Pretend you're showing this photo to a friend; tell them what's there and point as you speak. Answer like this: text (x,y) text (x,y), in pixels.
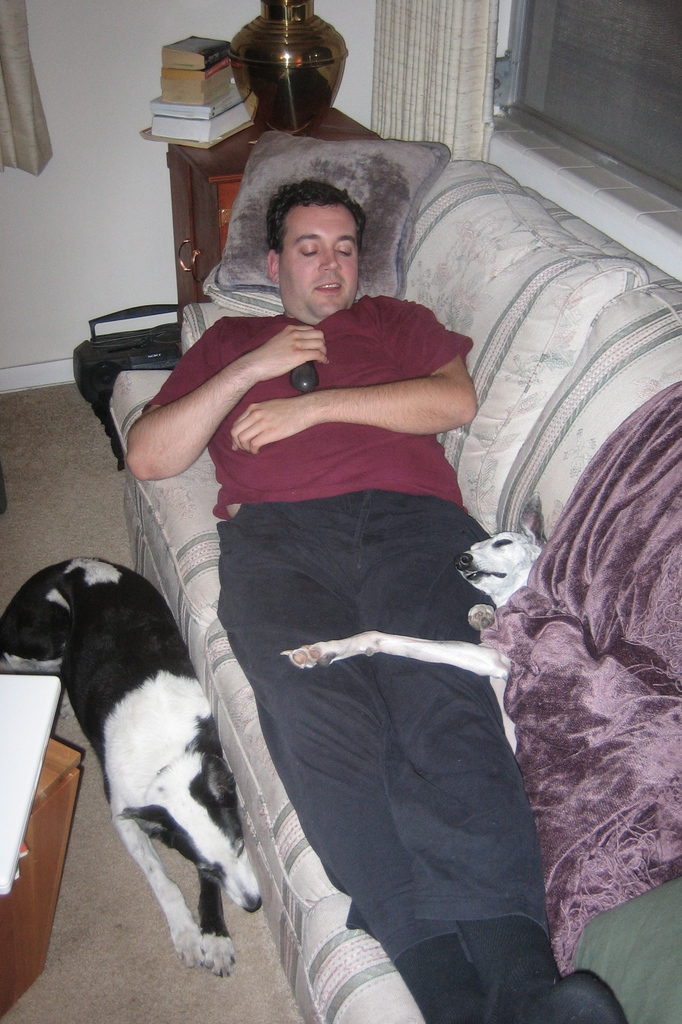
In the picture we can see a person(man) (494,832) sleeping on the sofa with a pillow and dog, one dog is beside the sofa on a floor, in the background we can also see a table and on the table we can see some books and pot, and curtain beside the window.
